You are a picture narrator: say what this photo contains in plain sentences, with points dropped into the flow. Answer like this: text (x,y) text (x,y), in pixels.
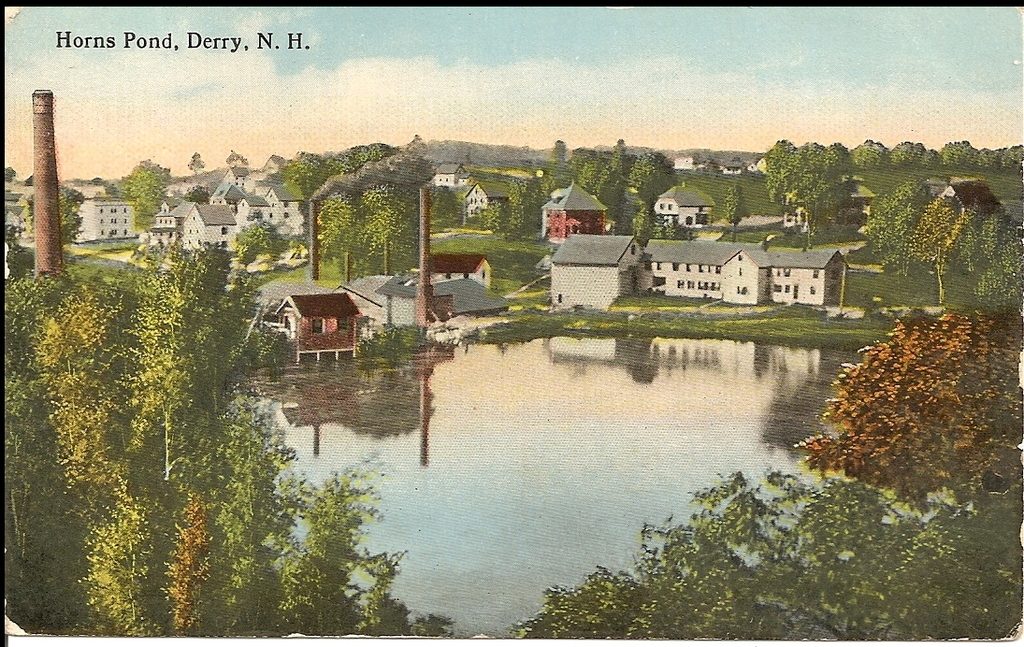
In this image there is a painting (627,530), in the painting (183,411) there is a pond (464,392) of water (518,455), around the pond (520,348) there are trees (83,380) and houses (556,292) and there is grass (537,327) on the surface (133,265).
